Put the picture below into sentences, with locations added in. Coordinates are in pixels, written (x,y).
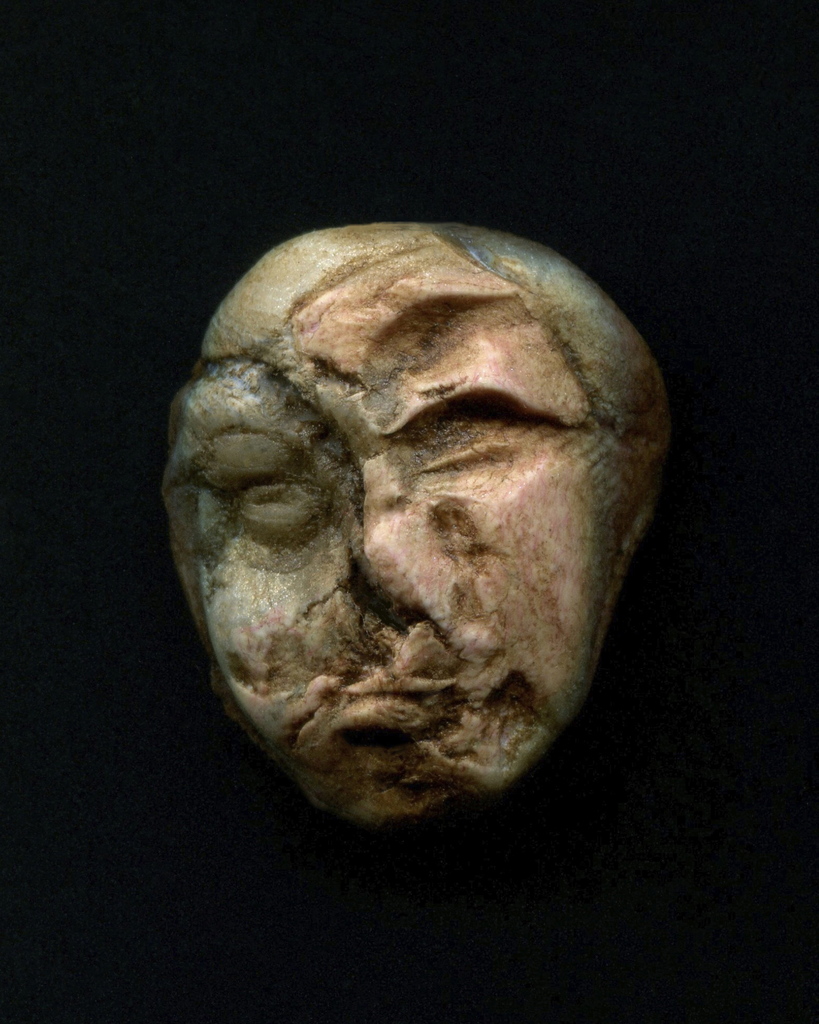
In the center of this picture (327,536) we can see an object (634,346) which seems to be the sculpture (395,547). The background of the image (120,255) is very dark.
